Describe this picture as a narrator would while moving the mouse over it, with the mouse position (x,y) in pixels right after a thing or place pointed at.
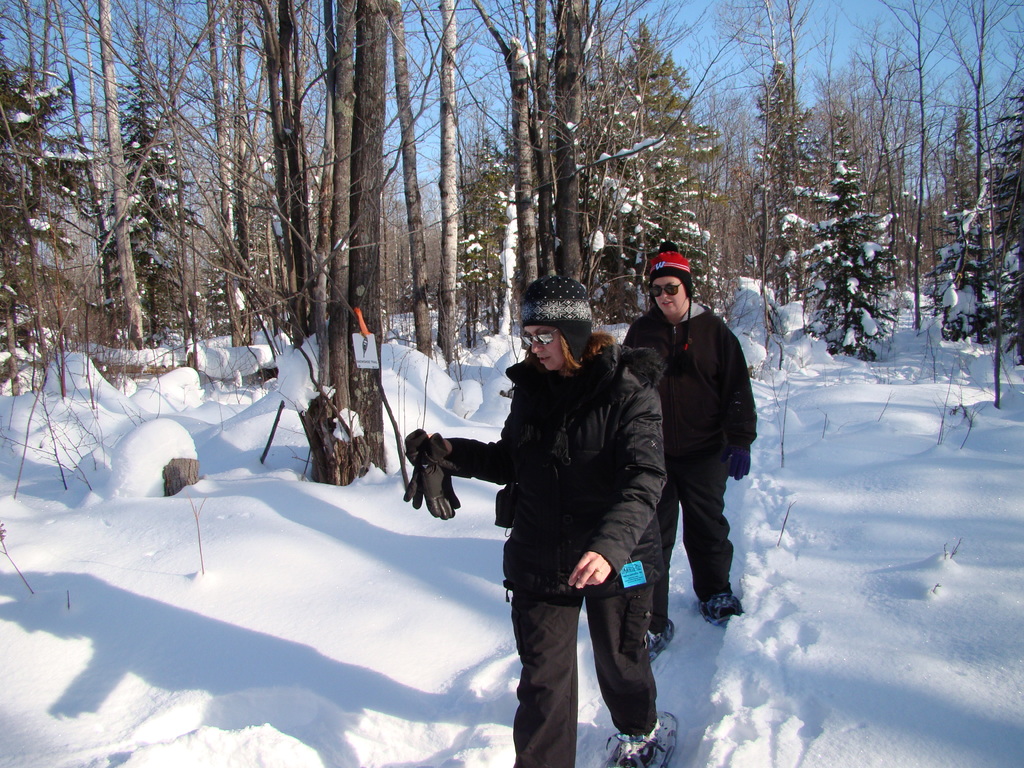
In this image, we can see two people (660,543) are walking on the snow (729,703). They are wearing goggles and caps (689,288). Background (703,278) we can see so many trees (25,254), board (372,362) and sky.
